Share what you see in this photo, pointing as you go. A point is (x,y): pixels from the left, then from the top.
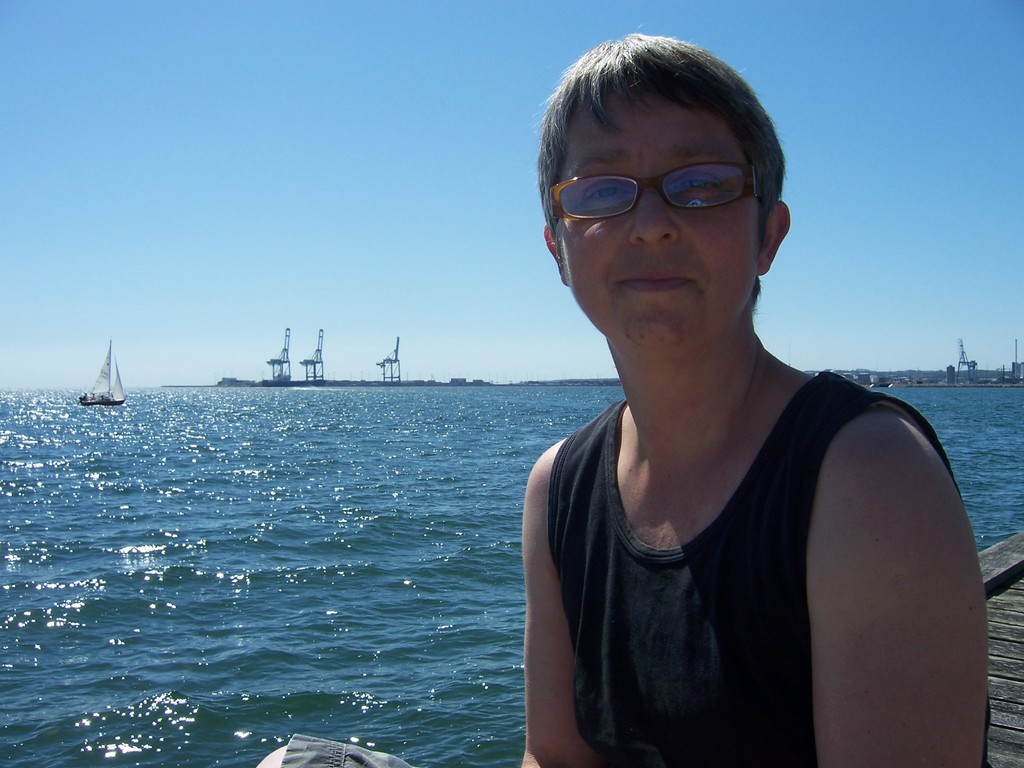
In this image in the foreground (685,475) there is one person (689,408) who is wearing spectacles (707,189), and in the background (150,670) there is beach (329,562) and in the beach (108,425) there are some ships (102,386) and also i can see some towers (311,359). And at the top (210,187) there is sky (890,336), on the right side (986,590) it looks like a wooden bridge (999,662).
